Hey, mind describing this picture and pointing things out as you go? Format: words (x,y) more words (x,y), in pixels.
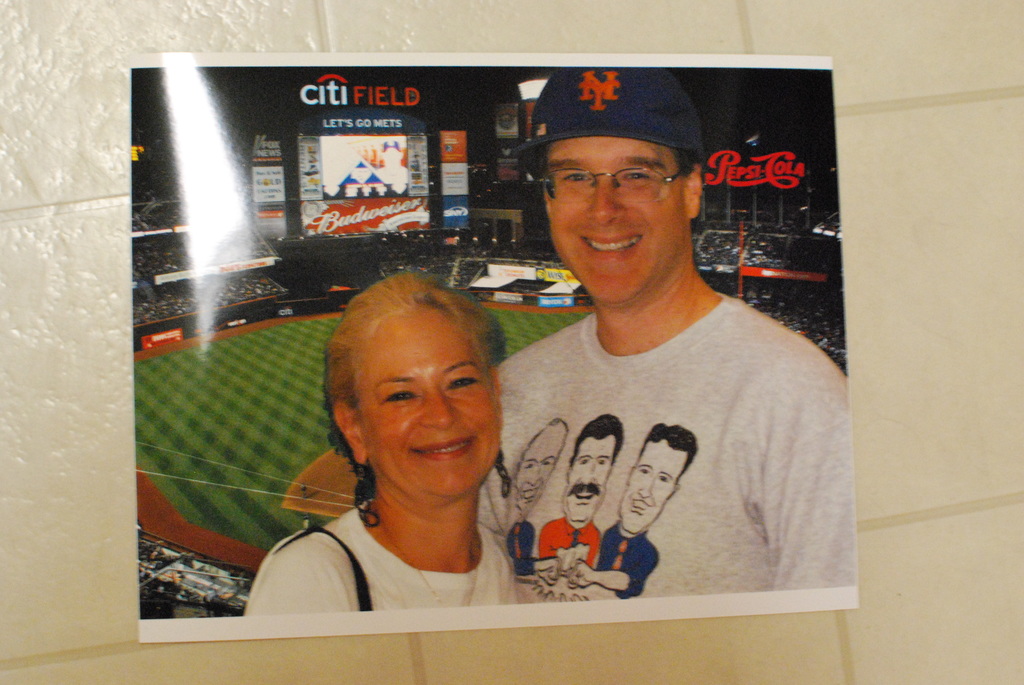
In this image, we can see a poster (848,583), on that poster (225,457) there is a man (555,449) and a woman (378,555), in the background (169,290) we can see a playground (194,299).
